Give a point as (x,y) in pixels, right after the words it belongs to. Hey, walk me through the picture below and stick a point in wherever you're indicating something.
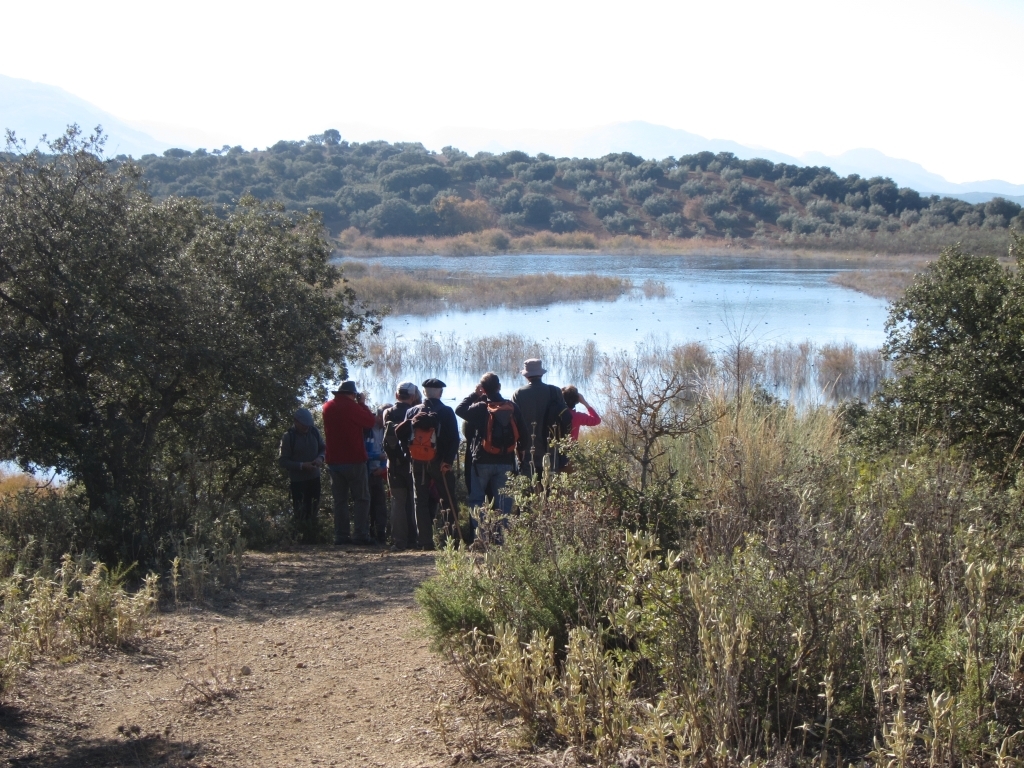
In this image we can see a group of people (532,364) standing on the side of a lake (589,398). Here we can see the trees (192,341) on the left side (198,333) and the right side as well. In the background (631,163), we can see the mountains (895,172) and trees (616,163).
